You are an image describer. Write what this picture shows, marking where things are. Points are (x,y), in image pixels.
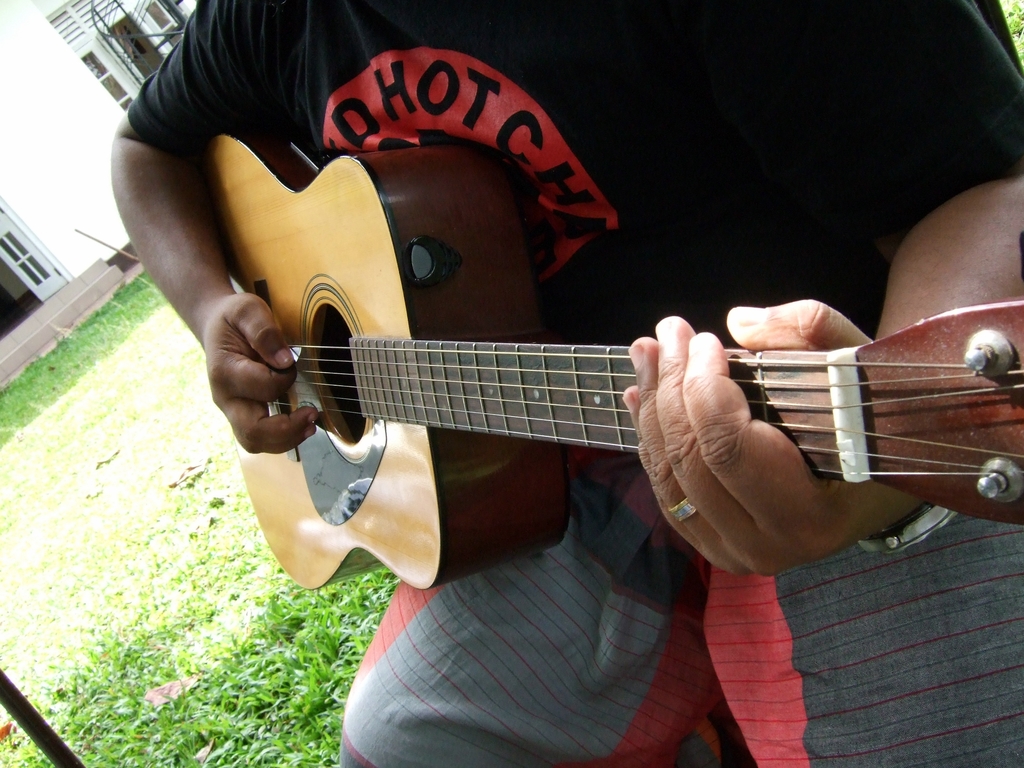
In this Image I see a person (1021,120) who is holding a guitar (474,174) and I see the grass (209,468) over here.
